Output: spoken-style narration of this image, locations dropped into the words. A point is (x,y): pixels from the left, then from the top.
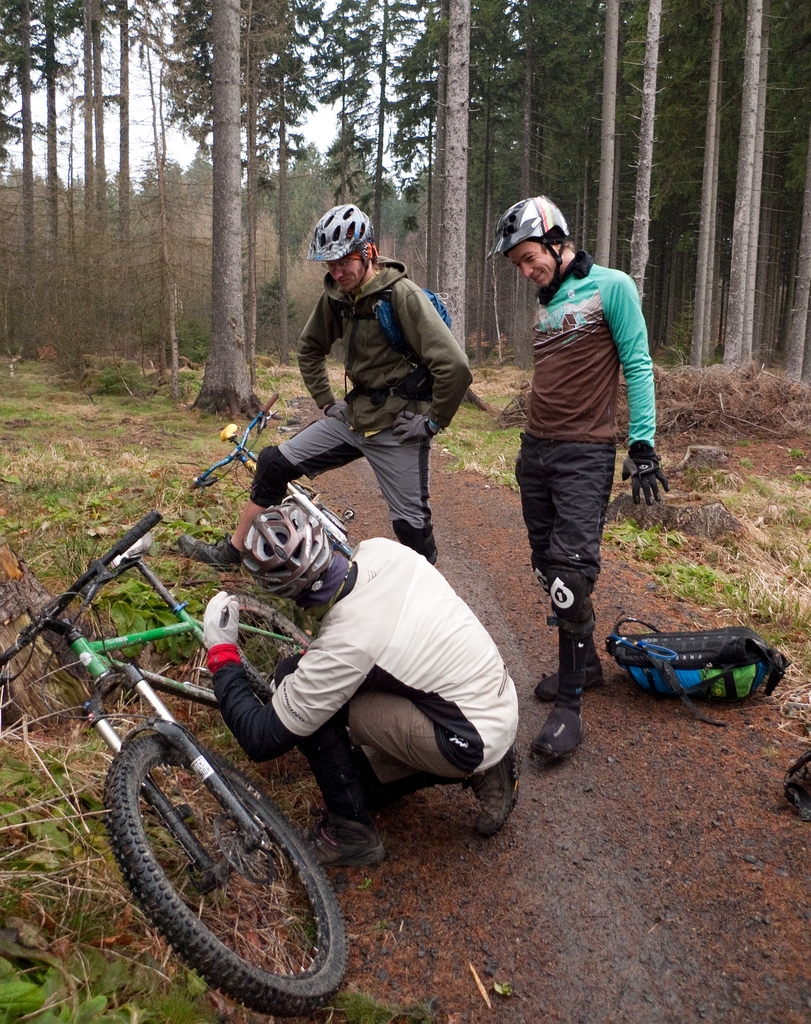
This picture describes about group of people (532,428), they wore helmets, in front of them we can see few bicycles (203,688), in the background (244,414) we can find few trees (181,238) and also we can see a bag (712,679) on the right side of the image (731,635).
